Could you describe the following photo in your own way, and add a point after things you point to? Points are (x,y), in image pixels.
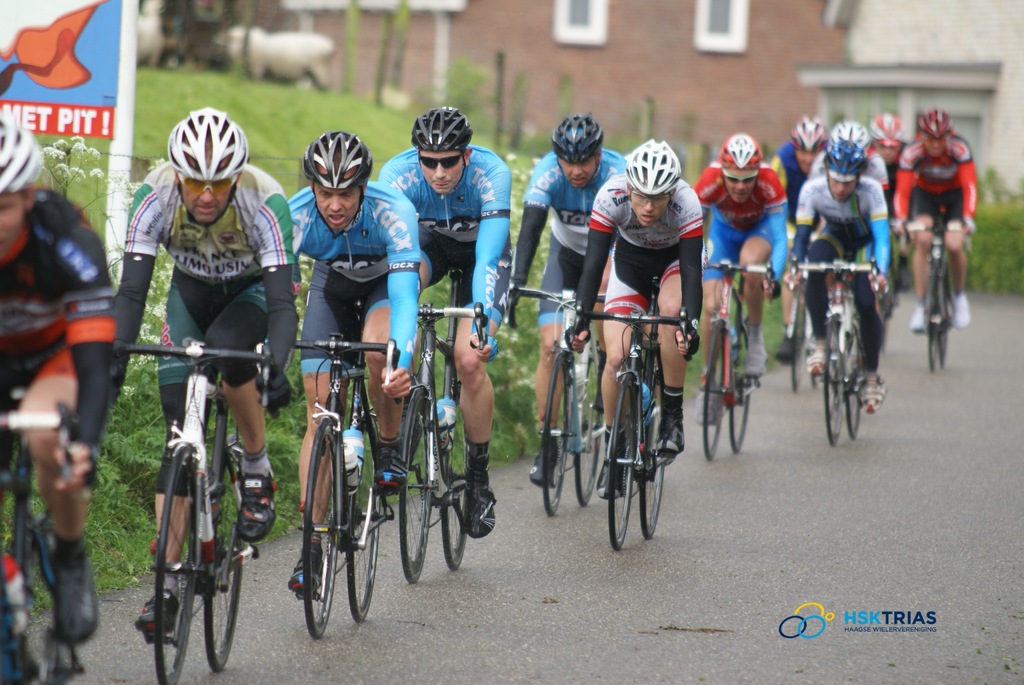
A group of people (169,359) are riding the cycles (414,314) on the road (773,483), on the left side (263,140) it is grass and this is the house (792,69) in the middle of an image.
